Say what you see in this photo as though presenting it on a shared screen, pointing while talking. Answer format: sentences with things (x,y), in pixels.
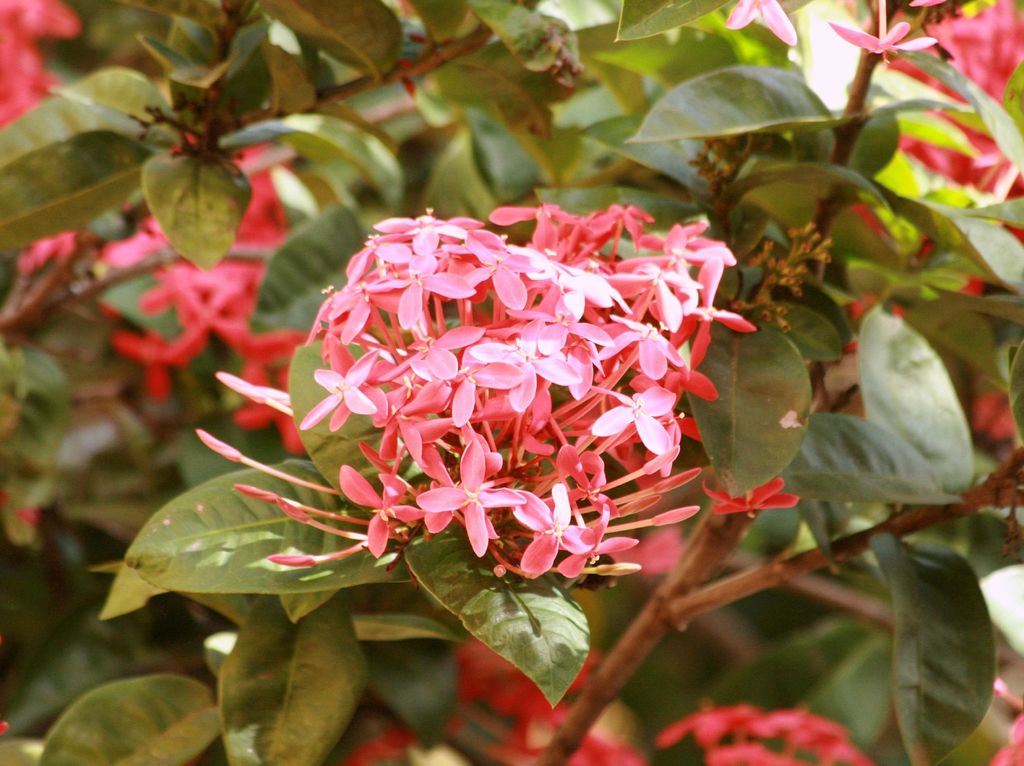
In this image, we can see plants (249,112) along with flowers (479,293) and buds (323,559).
